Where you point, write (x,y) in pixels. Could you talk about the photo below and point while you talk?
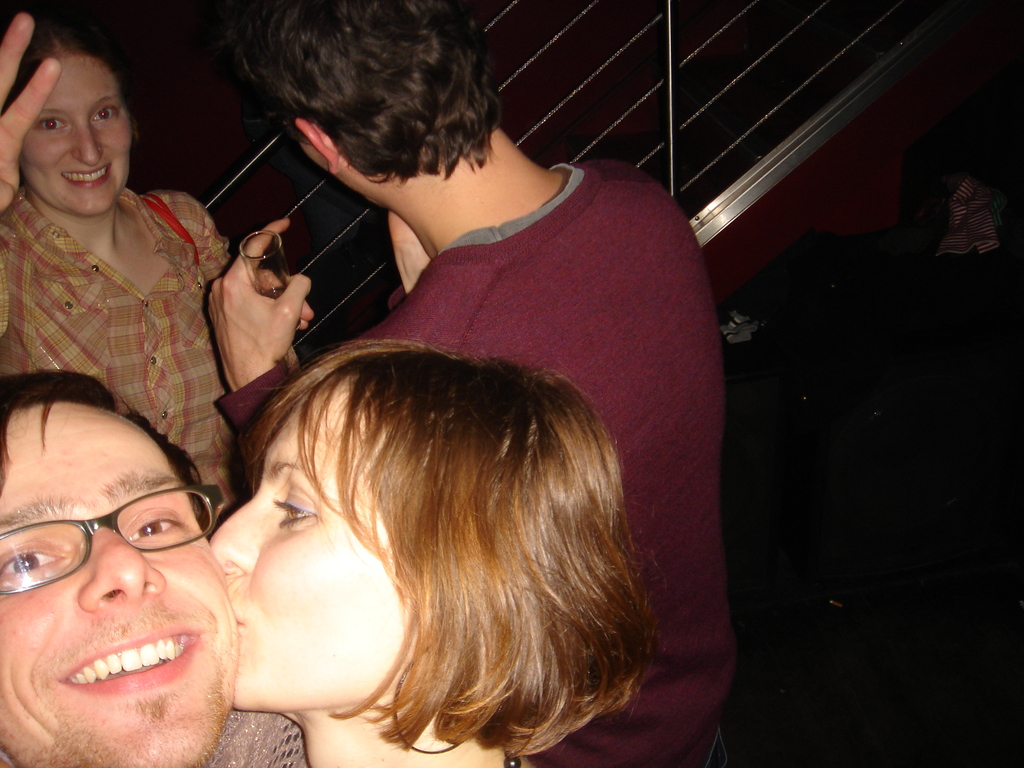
In this picture I can see group of people (280,423) are standing on the ground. The man (96,471) on the left side (88,620) is wearing spectacles (50,569) and the man (517,333) on the right side (722,556) is holding an object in the hand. I can also see clothes (984,239) on the right side (988,217).
